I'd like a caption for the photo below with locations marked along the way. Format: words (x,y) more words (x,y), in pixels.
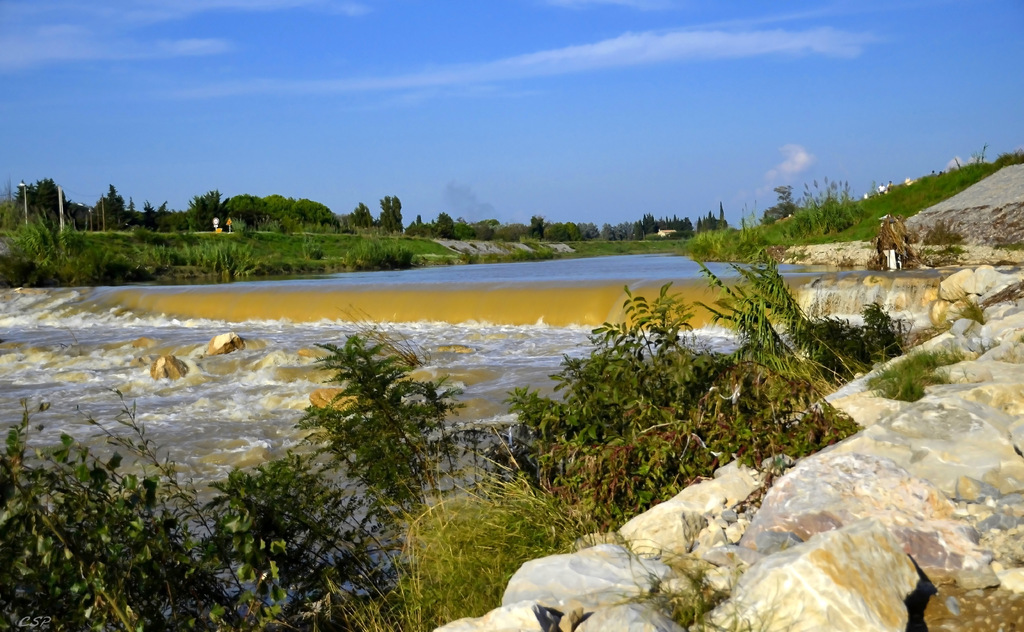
In this picture we can see rocks (807,484), plants (196,576), water (228,405), trees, poles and a sky (459,147).
